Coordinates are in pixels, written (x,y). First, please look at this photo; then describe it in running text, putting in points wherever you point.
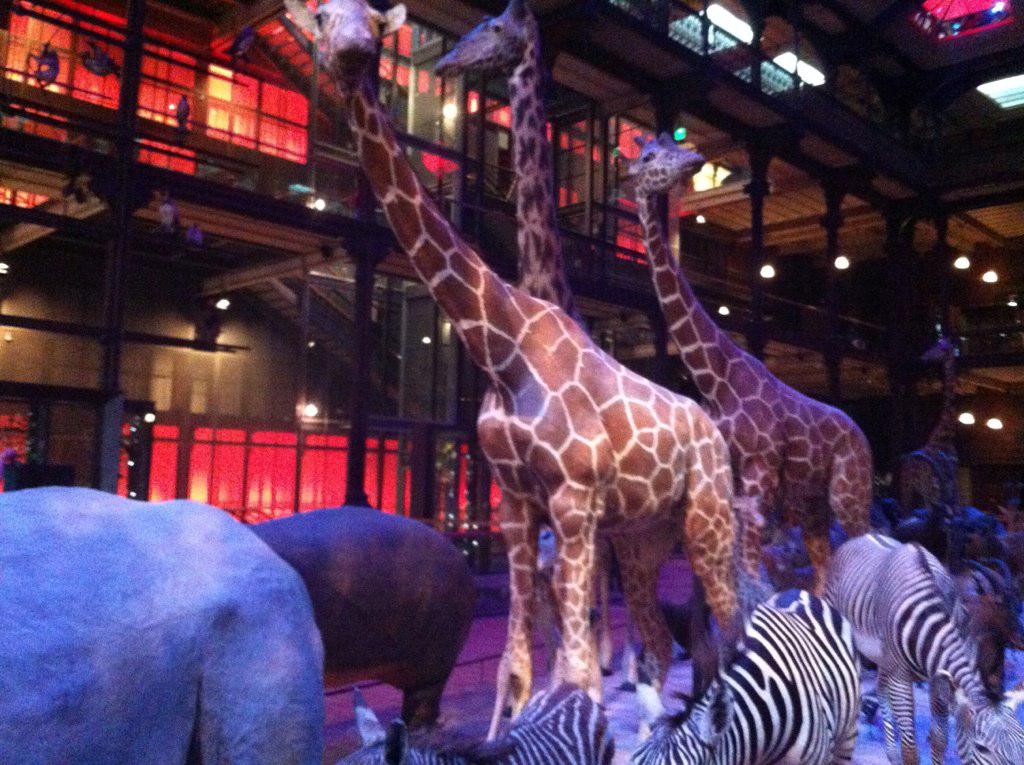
This is an inside view of a building (655,338). In this image, we can see giraffes (827,541), zebras (738,719) and animals (199,702) are on the floor (620,718). In the background (463,382), we can see wall (994,440), poles (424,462), lights (1005,105), glass objects (435,475), few things (440,462) and ceiling (782,209).
